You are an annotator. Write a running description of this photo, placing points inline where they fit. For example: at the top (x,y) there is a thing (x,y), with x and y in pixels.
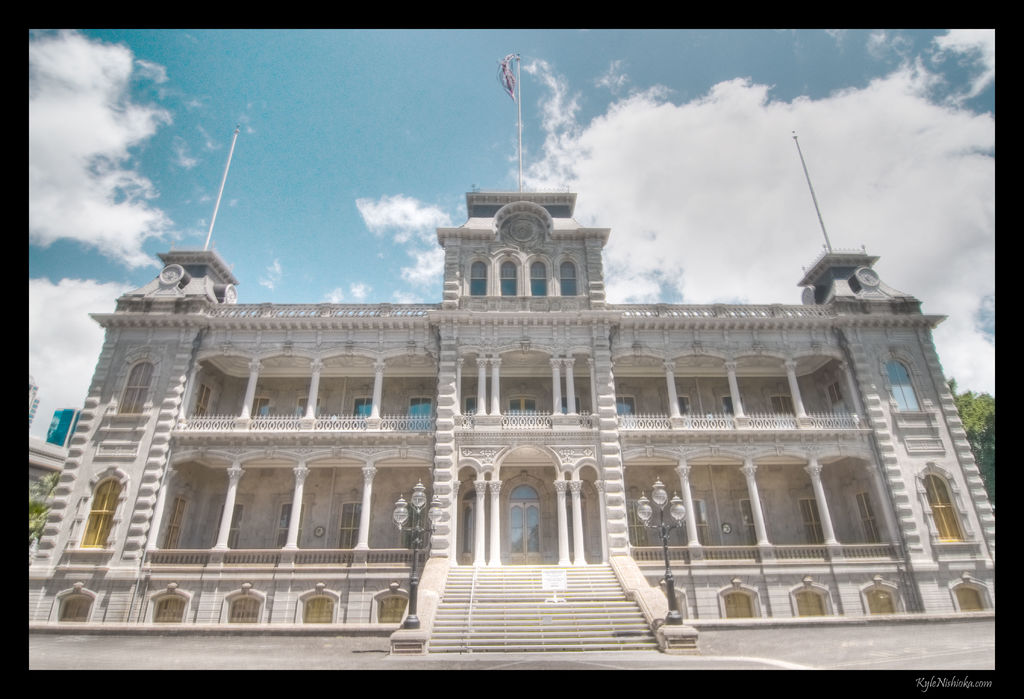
In this image we can see a building (828,556) with group of poles (477,511), windows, doors (533,520), staircase (549,644), two light poles (419,508) and a flag (511,91) on the pole (521,170). In the background (50,413) we can see trees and the cloudy sky (683,176).
